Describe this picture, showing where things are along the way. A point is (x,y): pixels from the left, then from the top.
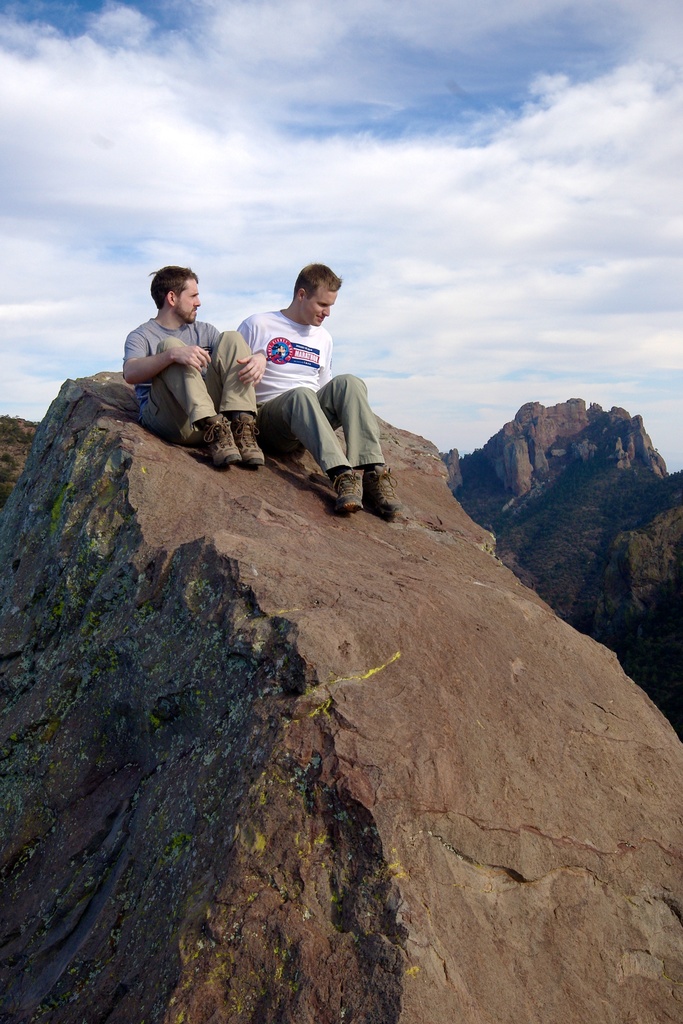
In the image there are two men (225,406) sitting on the rock (242,701). Behind them there are hills (585,488). At the top of the image (472,150) there is a sky (361,103) with clouds (525,225).
